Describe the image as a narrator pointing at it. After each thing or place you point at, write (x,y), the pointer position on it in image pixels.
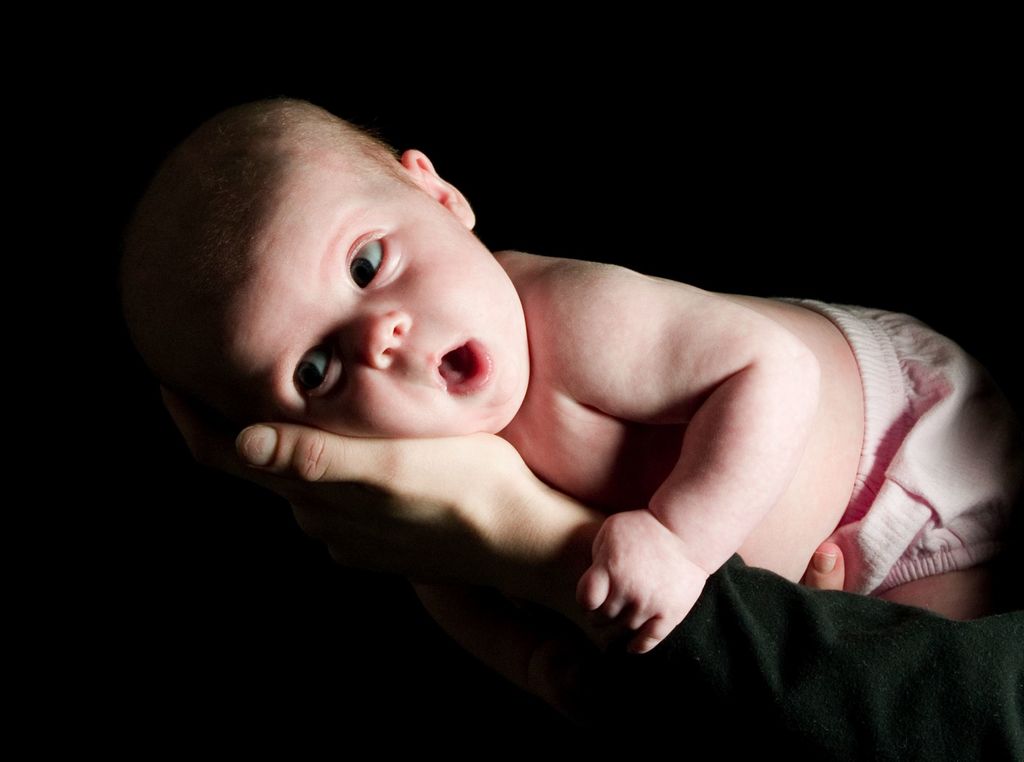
In this image, I can see a baby (787,439) lying on a person's hands (426,441). The background (852,118) looks dark.
